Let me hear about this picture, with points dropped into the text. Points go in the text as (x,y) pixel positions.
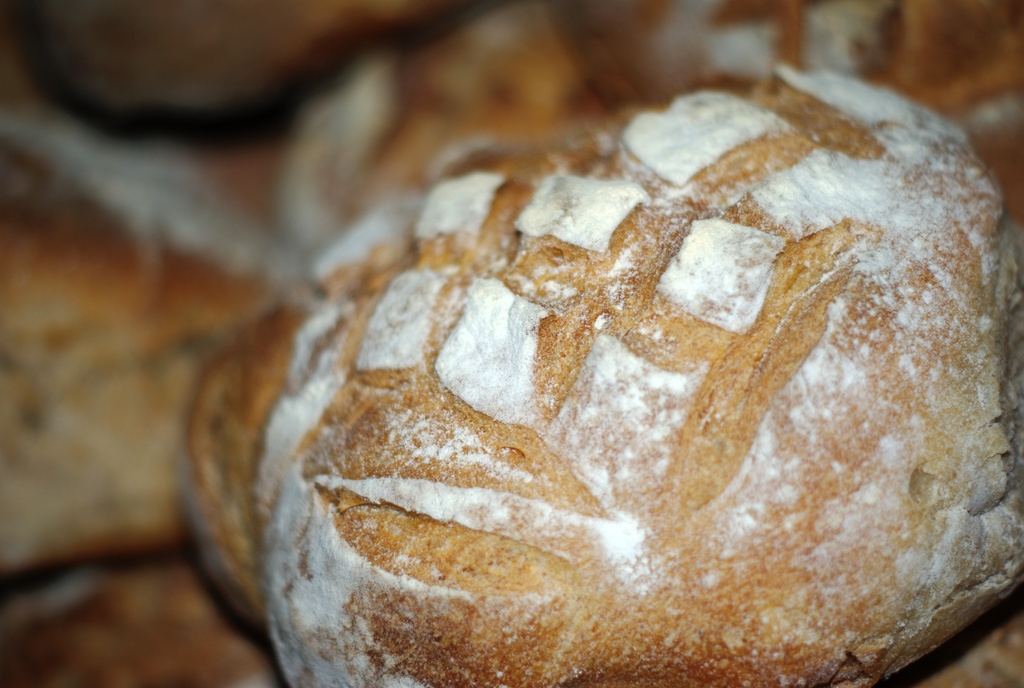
In this image in the foreground (429,235) there is some food item (641,253) and it looks like a bread (615,204), and there is blurry background (320,4).
